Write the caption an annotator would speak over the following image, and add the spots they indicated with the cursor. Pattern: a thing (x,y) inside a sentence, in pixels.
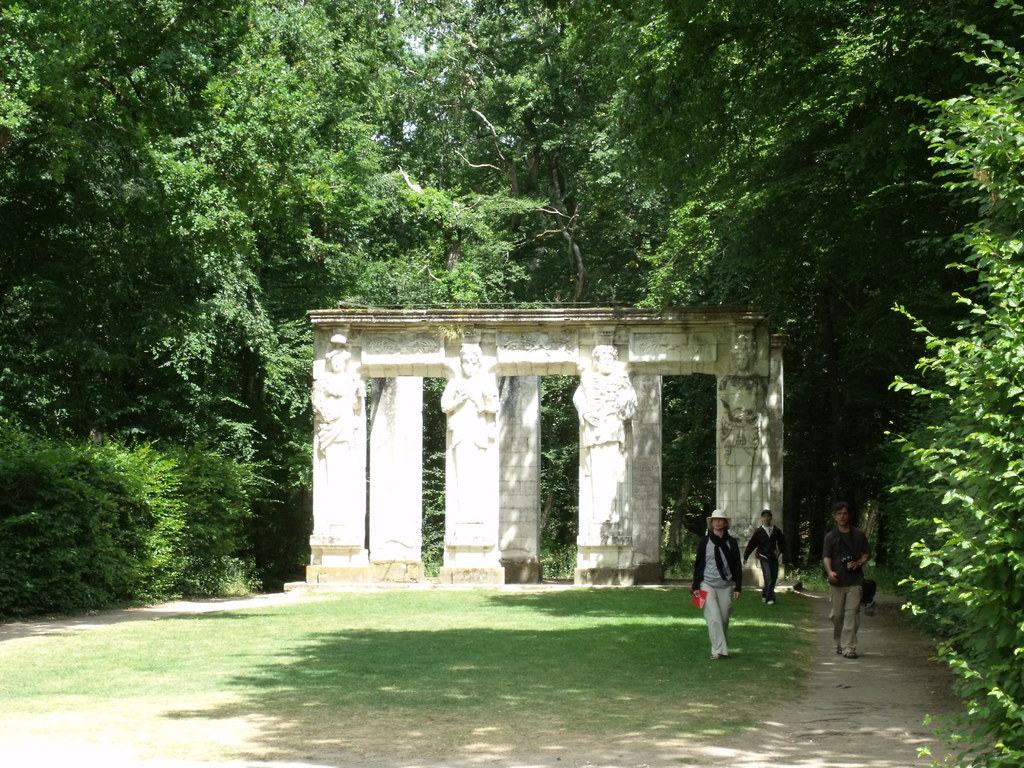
In this image I see few sculptures (739,447) and I see the pillars (513,414) and these all are of white in color and I see 3 persons (859,557) over here and I see the green grass (579,605) and the path (816,637). In the background (807,419) I see the trees (461,250).
